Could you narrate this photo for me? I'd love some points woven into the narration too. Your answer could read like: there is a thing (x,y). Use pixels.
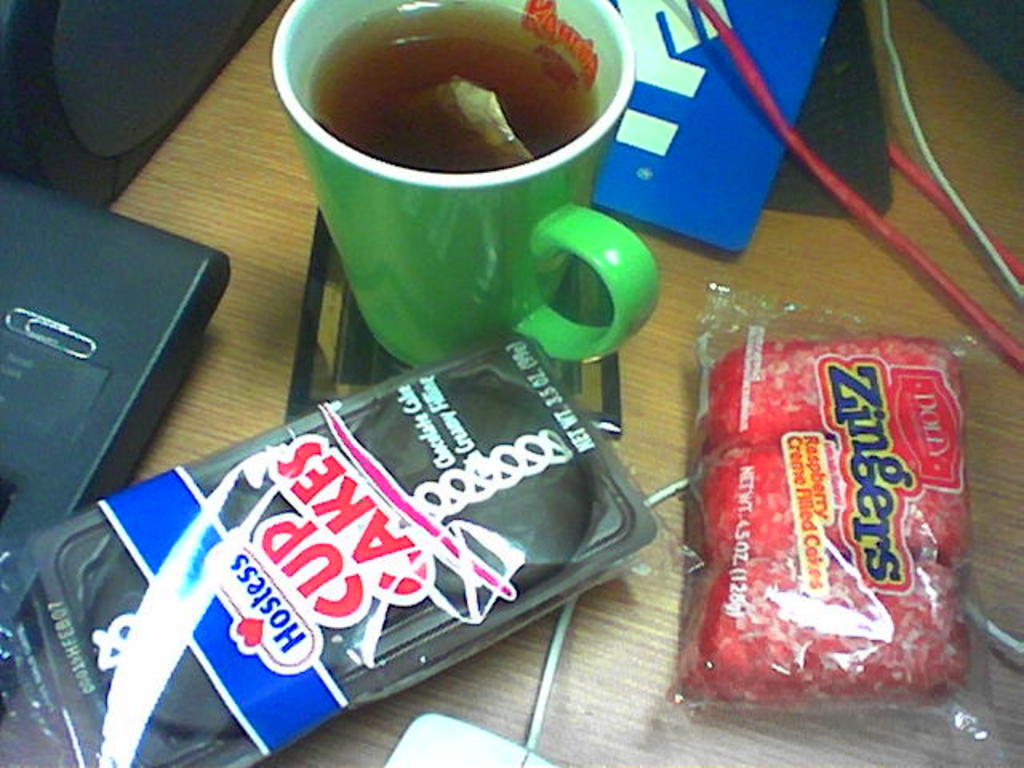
Here we can see a mug (600,235) with liquid (458,114), packets (789,418), wires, and an object (172,253) on a wooden platform (663,287).
